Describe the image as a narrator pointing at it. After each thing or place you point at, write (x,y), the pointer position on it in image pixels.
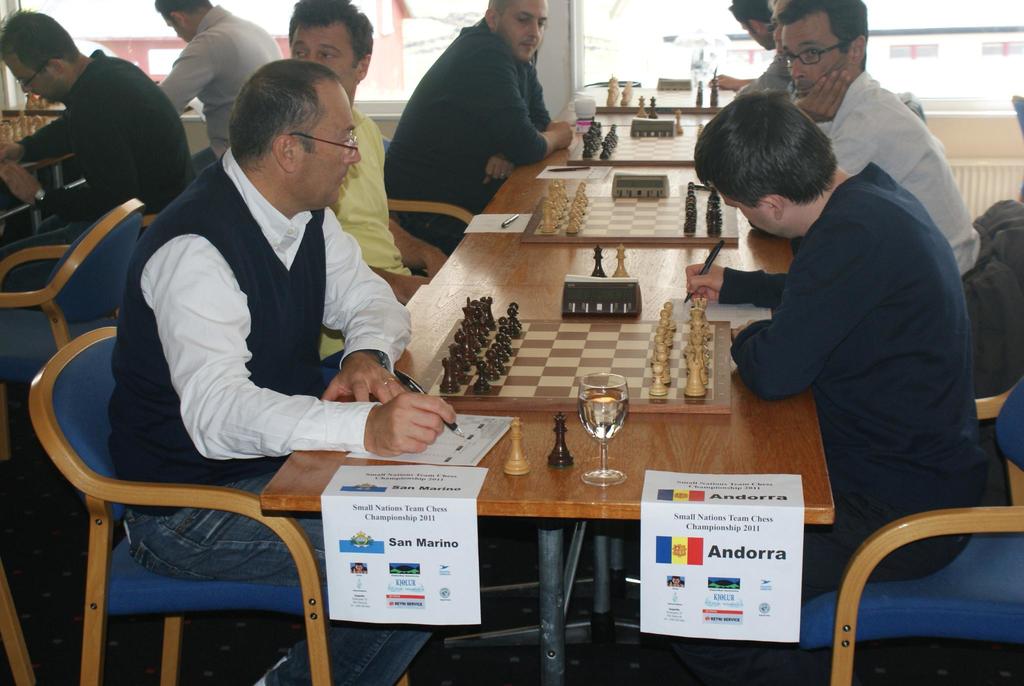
There are people (281,194) sitting around the table (793,425). There is a chess board (487,397), a glass (604,390) and a chess pieces (523,470) on the table (523,481). The man (384,409) in the white shirt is writing on the note (420,459). There is a sticker (712,482) placed on the table (825,510). There is a chair (59,362).
